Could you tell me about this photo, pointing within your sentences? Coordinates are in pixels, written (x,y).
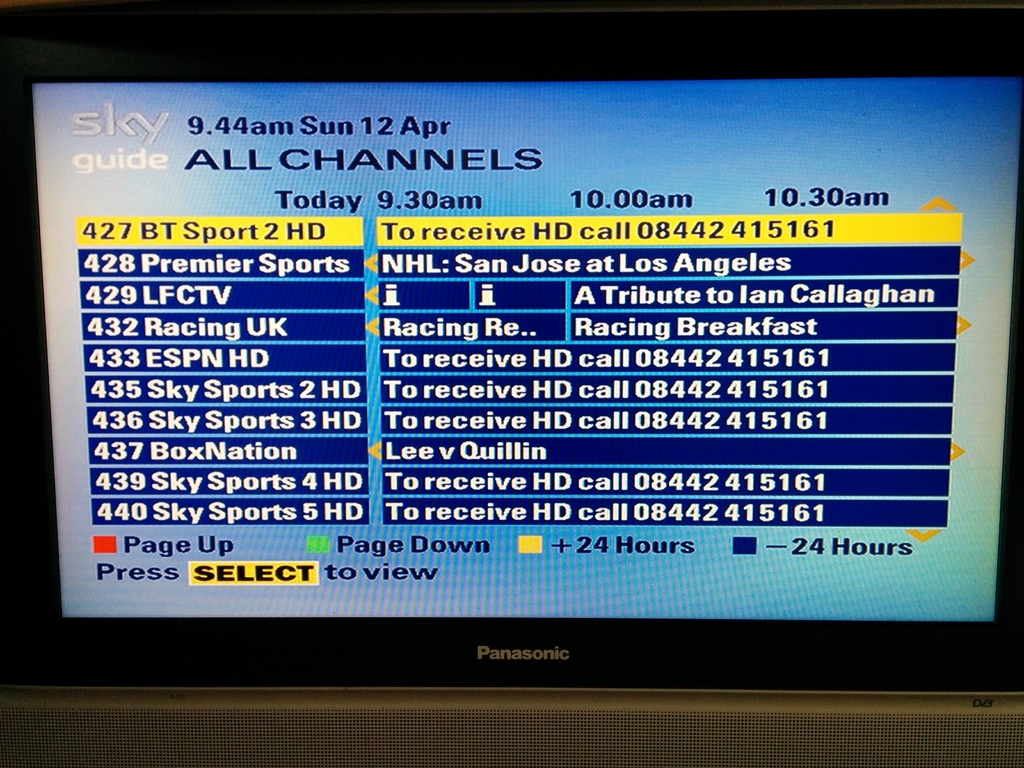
In this image we can see a monitor (6,144) in which we can see some tables (188,516) with text (745,479) is displayed.
